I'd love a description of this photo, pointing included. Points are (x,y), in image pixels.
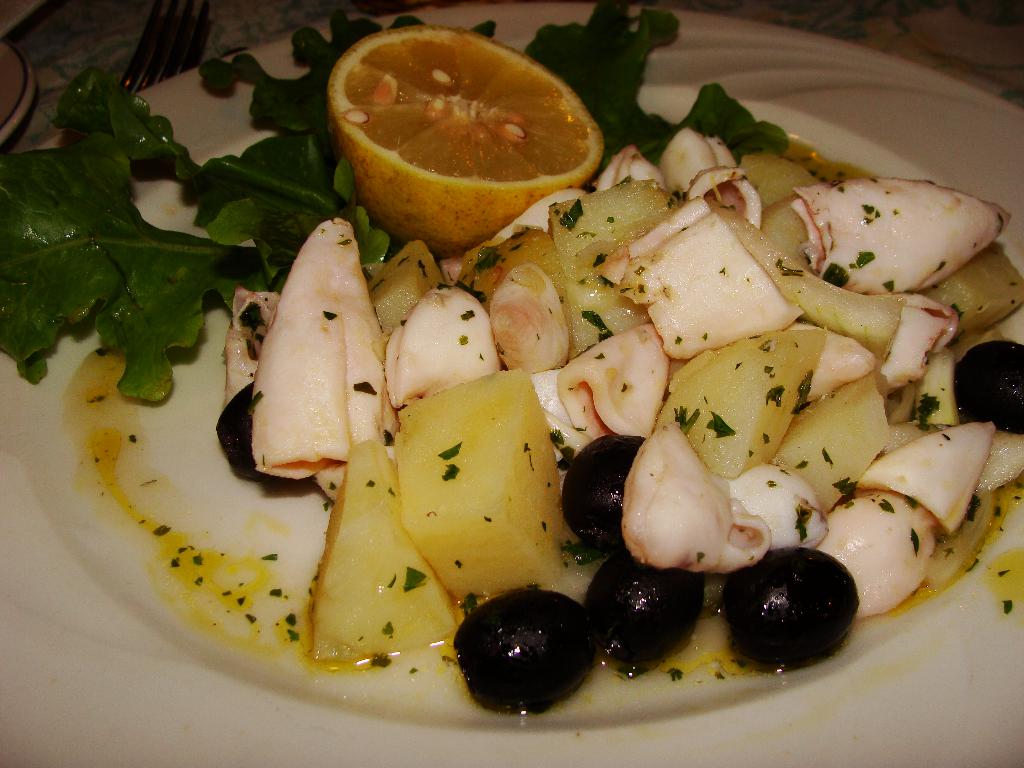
In this image we can see some food (364,127) on the white plate (338,685), one fork (152,58) and two plates (11,95) on the table (244,24).
